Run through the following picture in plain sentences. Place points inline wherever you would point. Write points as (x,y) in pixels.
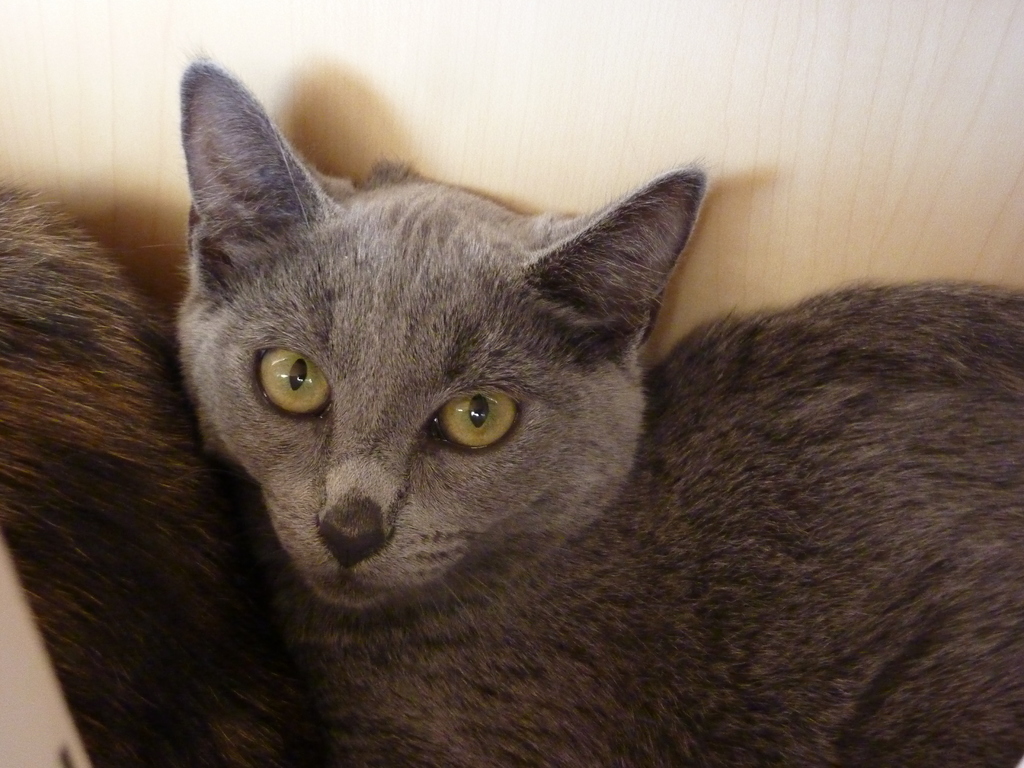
In this image there are two cats (432,588).
